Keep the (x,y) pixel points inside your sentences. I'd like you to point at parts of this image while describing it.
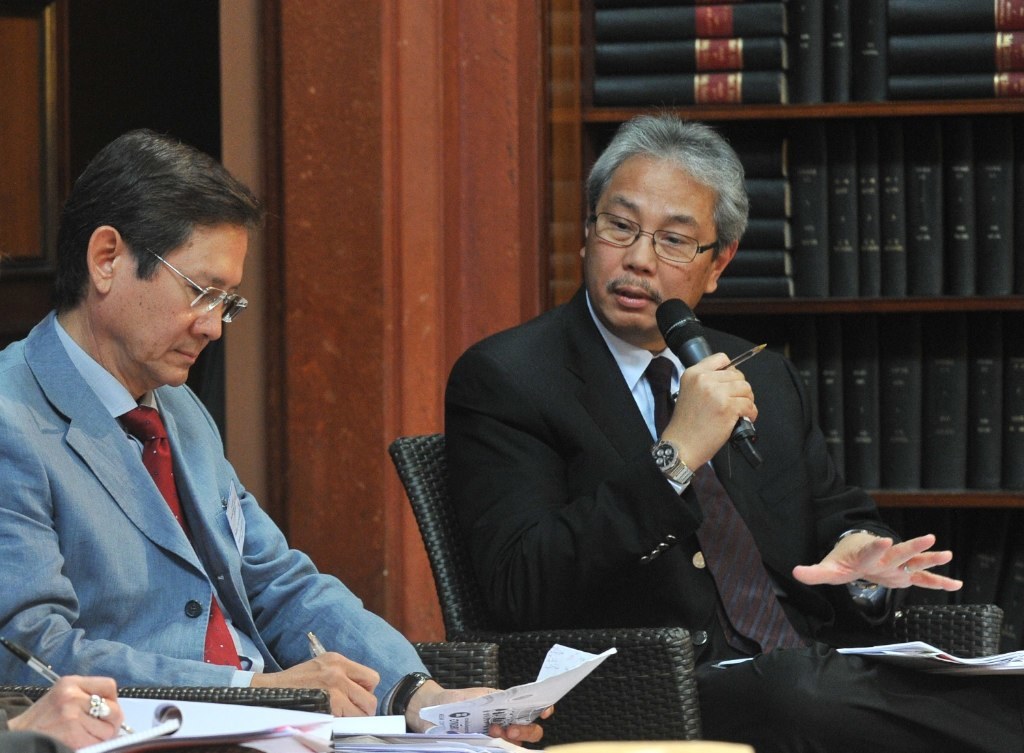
In this image there are three people (337,649) sitting on chairs (596,675), one is holding a mike (732,438) in his hand (719,402) and others are holding pens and papers (394,729) in their hands (372,698), in the background (561,10) there is a rack (873,107), in that rack (583,1) there are books (883,363).
